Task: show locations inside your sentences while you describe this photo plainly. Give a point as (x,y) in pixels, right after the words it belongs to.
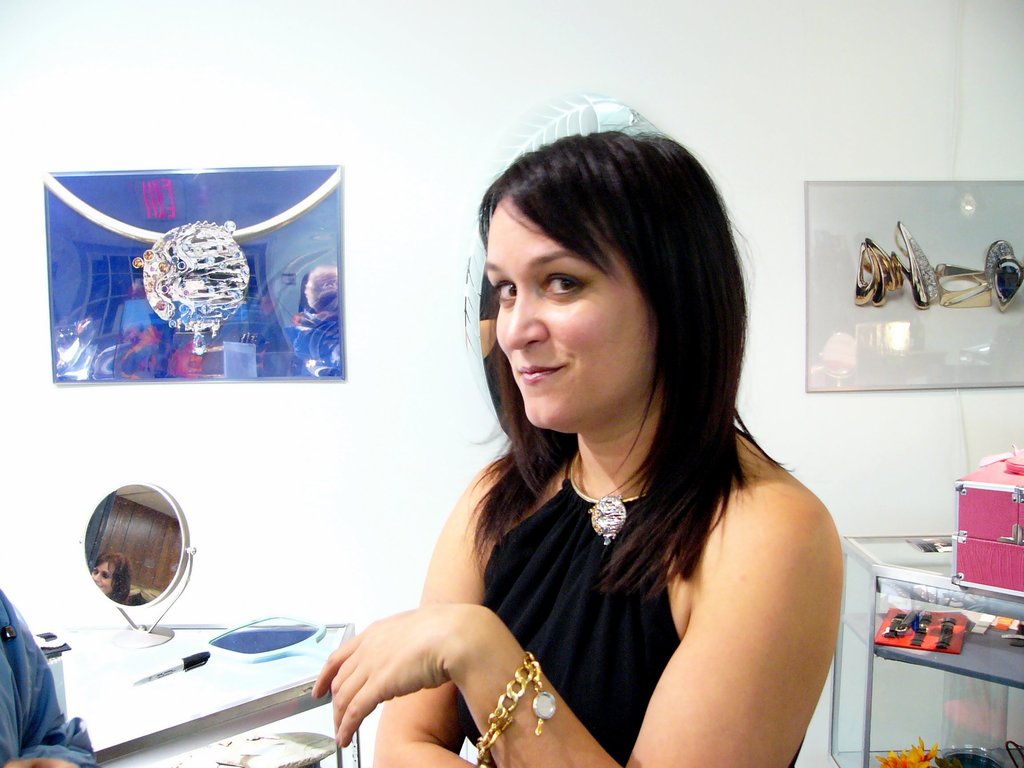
In this picture we can see a woman (737,721) smiling and beside her we can see mirrors (151,627), box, some objects (143,682) and a person (20,670) and in the background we can see frames (111,295) on the wall (59,461).
